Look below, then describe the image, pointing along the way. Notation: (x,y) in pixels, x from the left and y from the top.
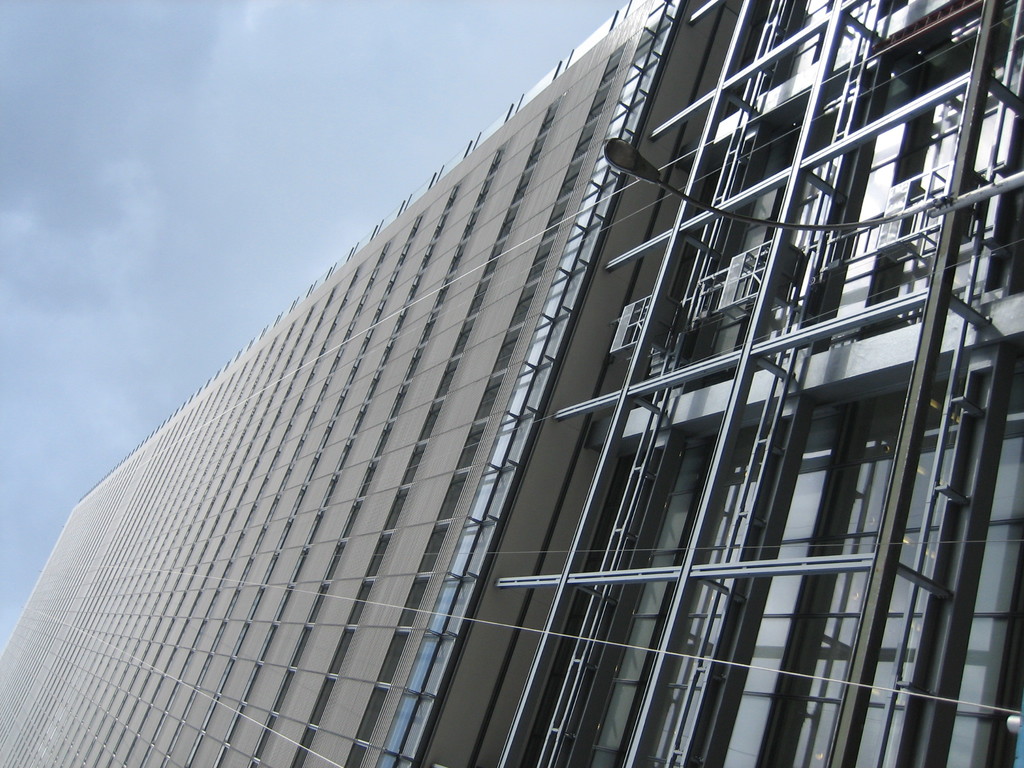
In this image, we can see a building (523,422) and at the top (262,128), there is sky (284,132).
